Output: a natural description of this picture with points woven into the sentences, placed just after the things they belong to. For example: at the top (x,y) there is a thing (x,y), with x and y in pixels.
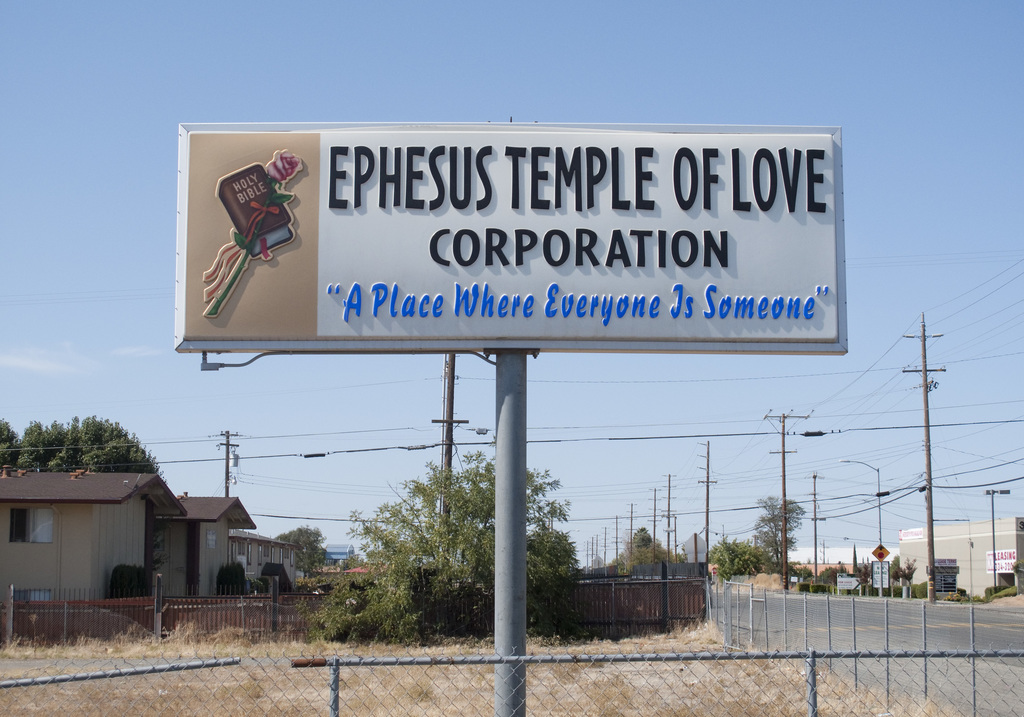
In this picture I can observe a board (431,210) fixed to the pole (522,699) in the middle of the picture (430,271). I can observe some text (356,288) on the board (569,323). In the bottom of the picture (354,666) I can observe fence (838,666). There are some trees (403,575) in the middle of the picture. On the right side (898,622) I can observe a road (859,603). On the left side (202,608) there is a railing (146,614). In the background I can observe sky (470,82).
